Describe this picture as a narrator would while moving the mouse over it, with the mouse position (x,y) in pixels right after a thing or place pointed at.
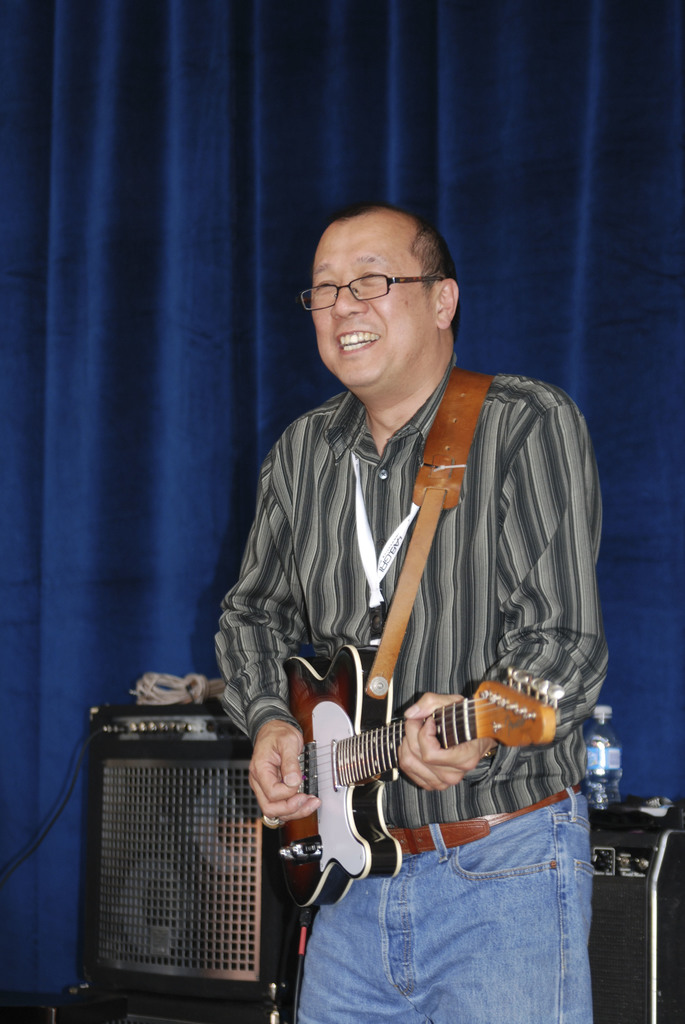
In this image i can see a person (411,876) holding a guitar (519,730) in his hands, in the background (197,193) i can see a blue curtain (153,291).
